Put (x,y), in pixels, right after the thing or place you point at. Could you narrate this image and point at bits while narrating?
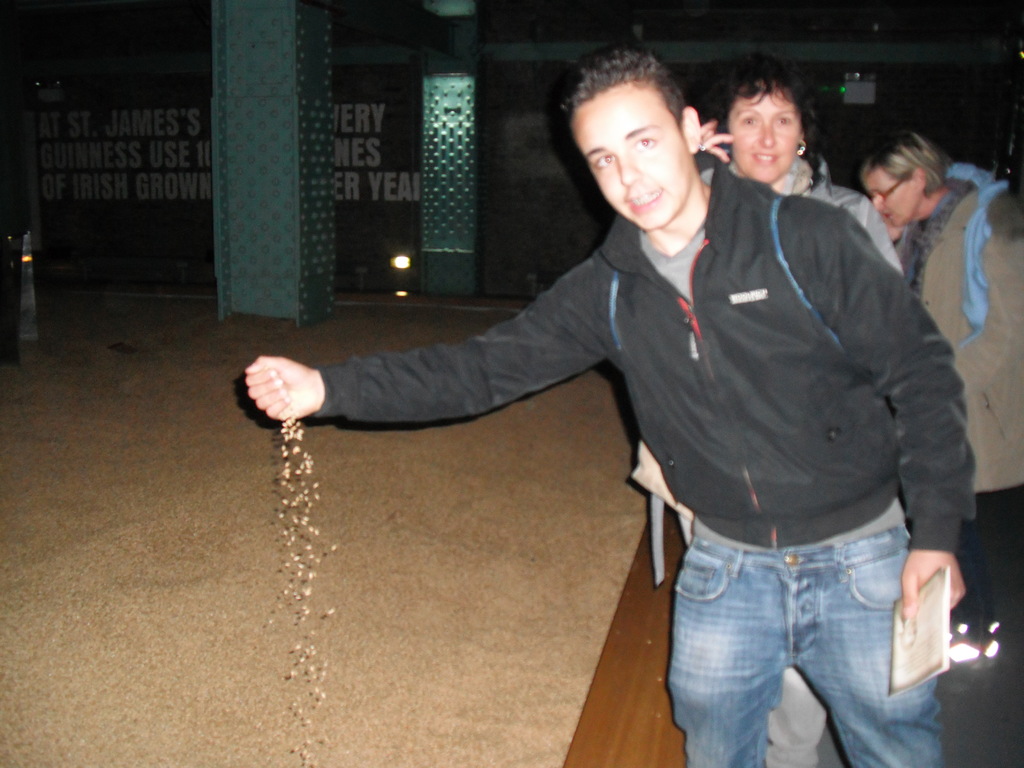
Here we can see three persons (837,462) and he is holding a book (913,673) with his hand (906,605). This is floor (947,706). In the background (416,124) we can see pillars (266,246), lights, and a wall (400,123).
